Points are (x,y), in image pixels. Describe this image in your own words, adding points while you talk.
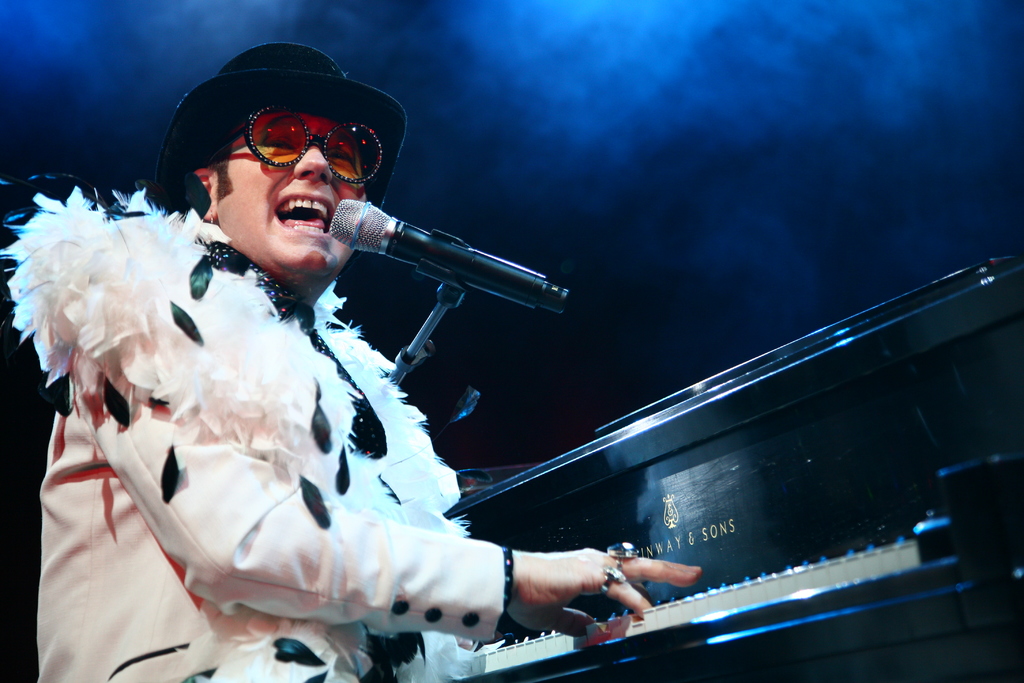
Here in this picture we can see a person (354,345) playing a piano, which is in front of him and singing a song with a microphone (379,244) present in front of him and we can see he is wearing a jacket (361,536), goggles (325,155) and hat (270,106) on him over there.
